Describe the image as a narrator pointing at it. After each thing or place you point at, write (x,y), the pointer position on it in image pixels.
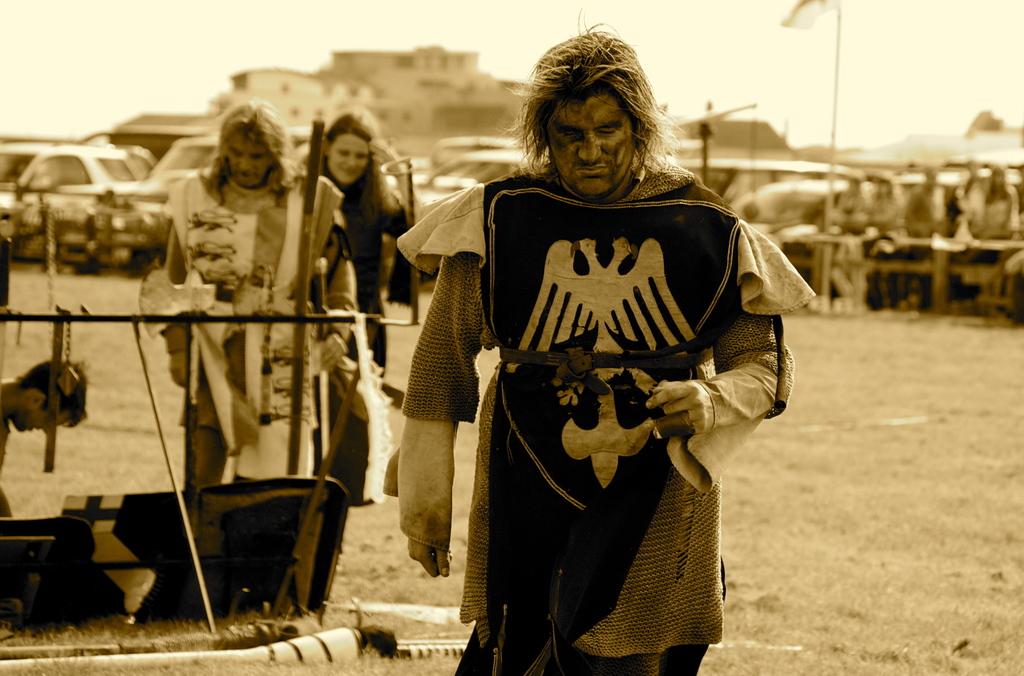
In this image in the foreground (603,353) there is one man (517,379) who is walking and in the background (353,254) there are two persons (248,241) who are walking and one person (42,422) is sitting, and in the background (483,149) there are some vehicles (489,145) poles (831,197) and some houses (392,109). At the bottom (856,479) there is a grass (861,522), on the left side (156,588) there is one object (208,594).
